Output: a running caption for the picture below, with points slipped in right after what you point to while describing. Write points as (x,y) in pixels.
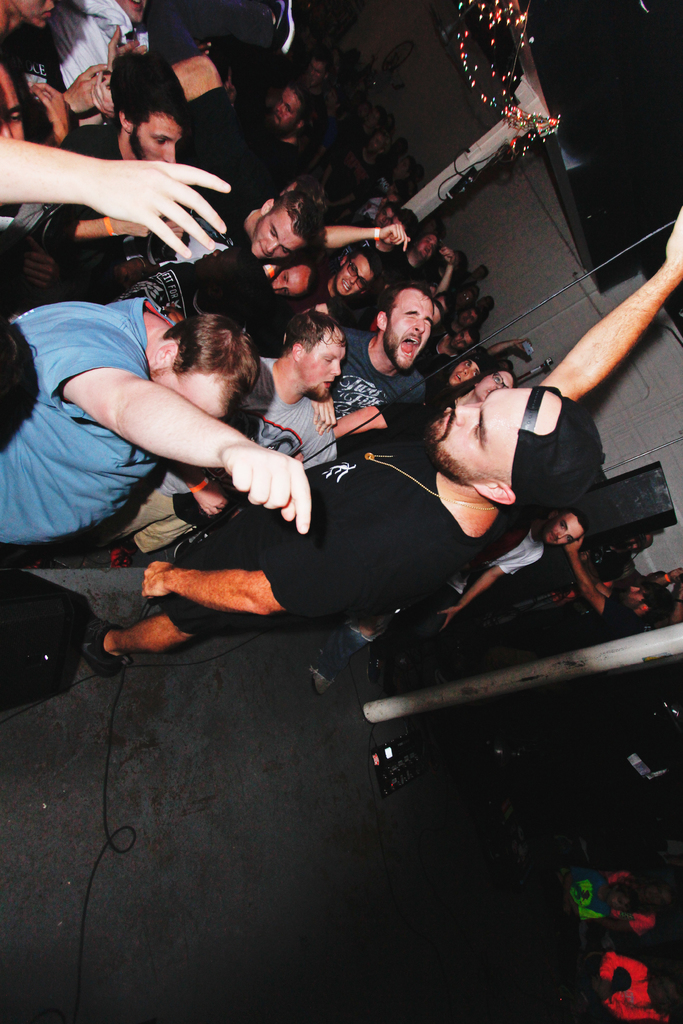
In this picture there are group of people (46,376) and there is a person (186,548) standing and holding the microphone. At the back (644,454) there is a door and there are pipes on the wall (491,232) and there is a pillar (469,154). At the bottom right (652,923) there are group of people (569,870) sitting. At the bottom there is a speaker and there is a device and there are wires (111,845). At the top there are lights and there is a device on the pillar (475,147).
